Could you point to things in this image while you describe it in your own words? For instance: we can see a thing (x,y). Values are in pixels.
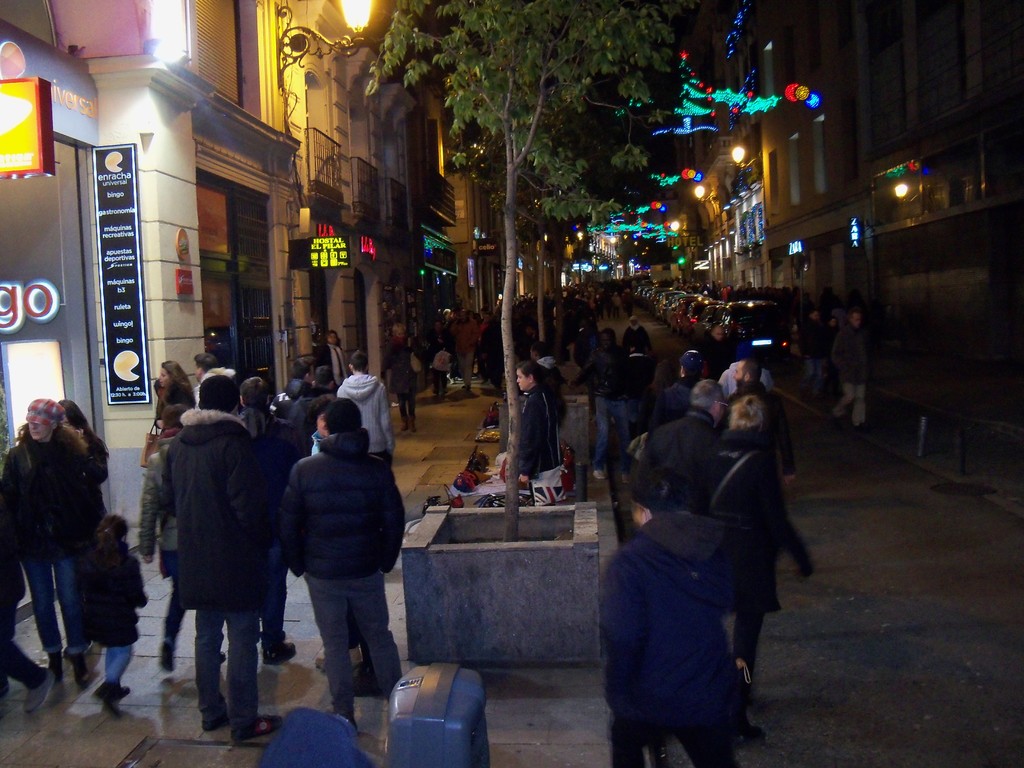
The image is taken outside a city (572,253) on the street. In the center of the picture (373,489) we can see many people (601,313) on the road (657,318) and footpath (509,731). In the center of the background (742,314) there are vehicles (749,325) and lights (619,229). In the middle of the picture (515,482) there are trees (568,125). On the right (805,159) there are buildings (912,27) and lights (697,194). On the left (262,240) there are buildings (153,241), board (127,213) and lights (332,49). In the foreground (447,719) we can see dustbins (398,760).
